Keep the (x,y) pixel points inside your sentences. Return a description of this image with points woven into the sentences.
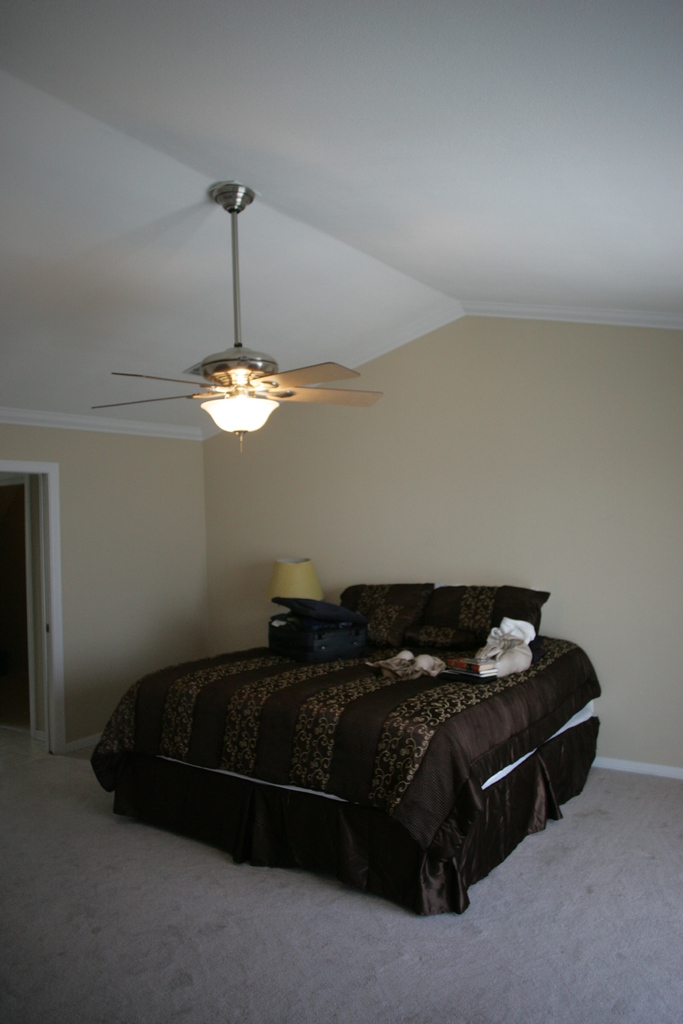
In this image I can see a bed (382,681) on which I can see a bed sheet (386,756) which is brown in color and I can see a suitcase (308,635) and few other objects (434,670) on the bed (424,684). I can see the cream colored wall (457,479), the white colored ceiling (458,220) and a fan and I can see a lamp (309,569) beside the bed (350,705).
